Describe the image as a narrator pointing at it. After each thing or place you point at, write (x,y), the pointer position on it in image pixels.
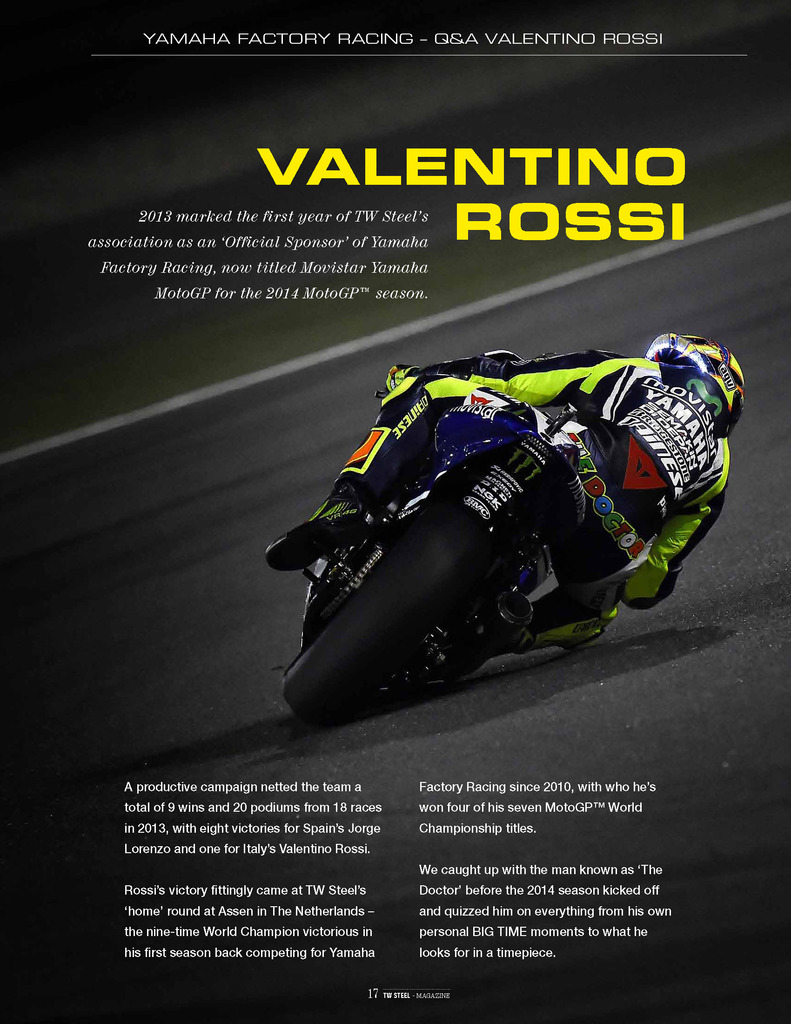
In this image I can see a poster (459,578) of a person (657,450) riding a motorcycle (558,468). Text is written at the top (240,267) and bottom.
